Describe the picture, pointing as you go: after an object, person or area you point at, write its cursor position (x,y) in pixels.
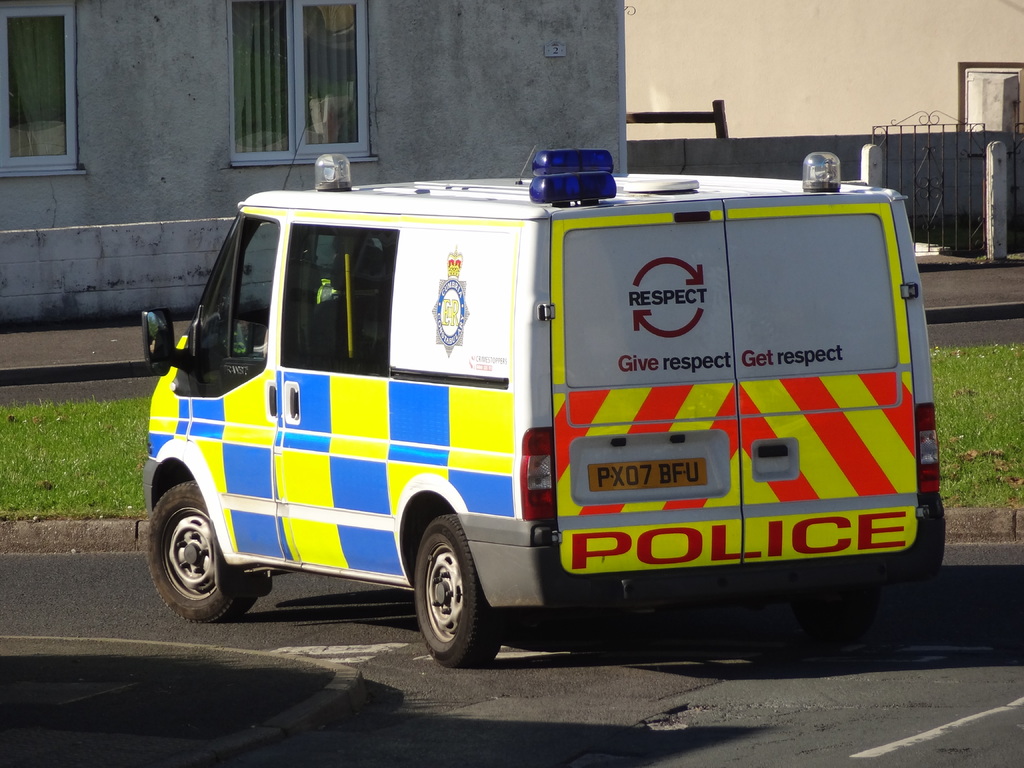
There is a police vehicle (584,387) in the center of the image (596,400) and there is grassland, a house (126,93), a gate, a door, and a wall (835,148) in the background (948,151) area of the image and there are windows (61,76) at the top side of the image (258,63).
